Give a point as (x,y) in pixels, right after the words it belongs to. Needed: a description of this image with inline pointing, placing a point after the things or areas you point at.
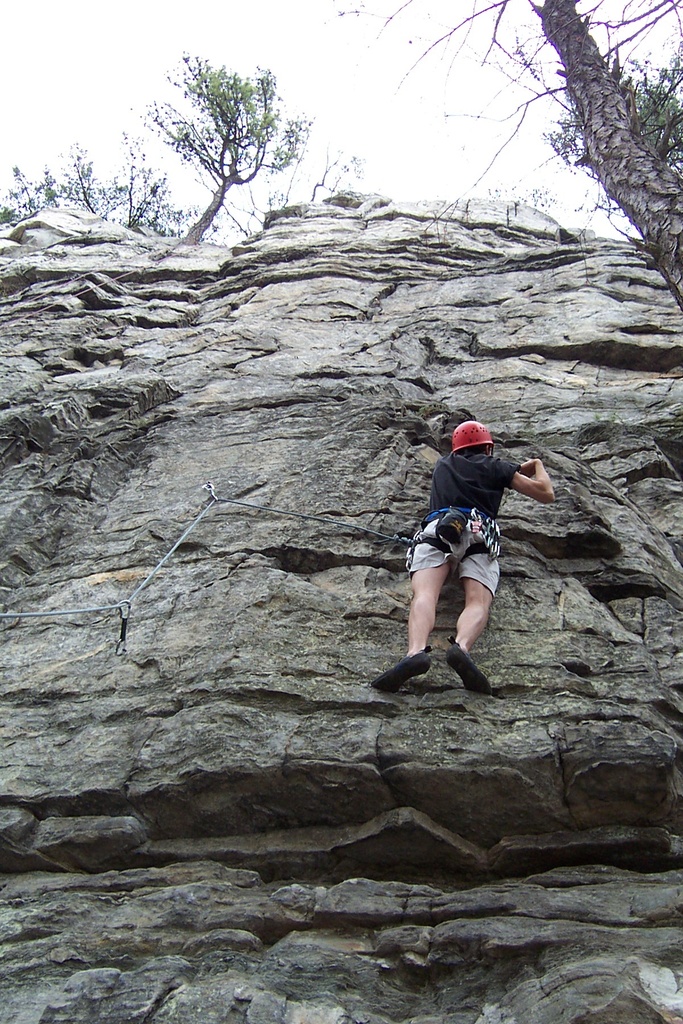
This person (476,524) is trekking on a mountain (495,655). Background (234,40) there are trees (260,76) and sky (255,64). This person (468,438) wore a helmet (465,444).
